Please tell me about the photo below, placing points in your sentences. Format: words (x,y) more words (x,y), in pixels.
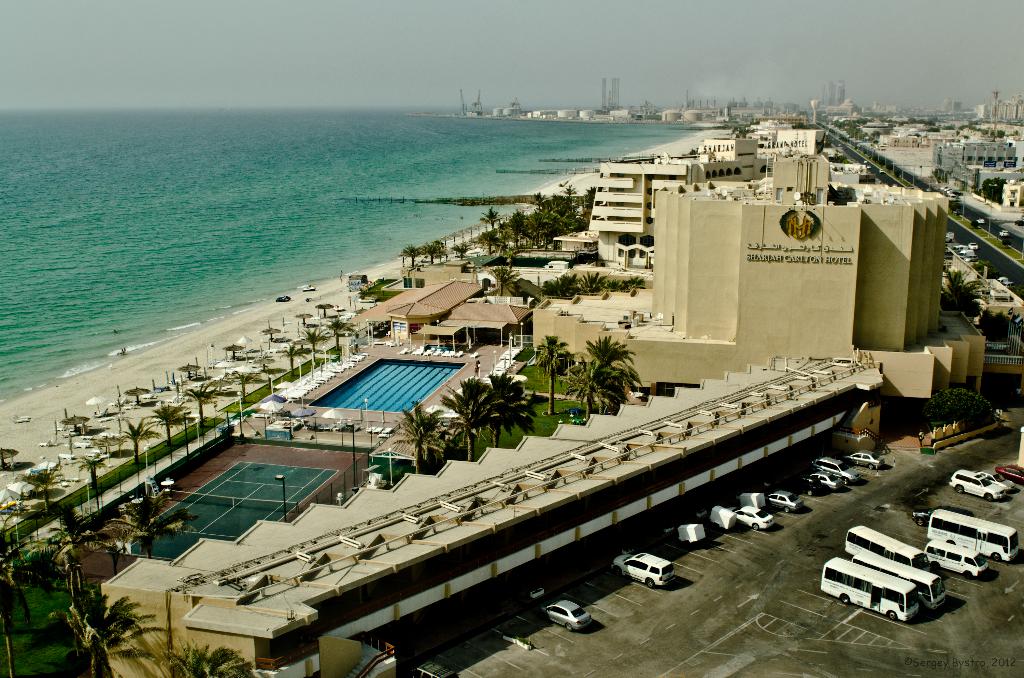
In this image I can see few vehicles (814,472) parking, at back (789,318) I can see few buildings (781,307) in cream and white color, trees (462,399) in green color and tennis court (202,466), swimming pool (370,400). At back (376,220) I can see water (114,198) in green color and sky (428,89) is in gray color.
